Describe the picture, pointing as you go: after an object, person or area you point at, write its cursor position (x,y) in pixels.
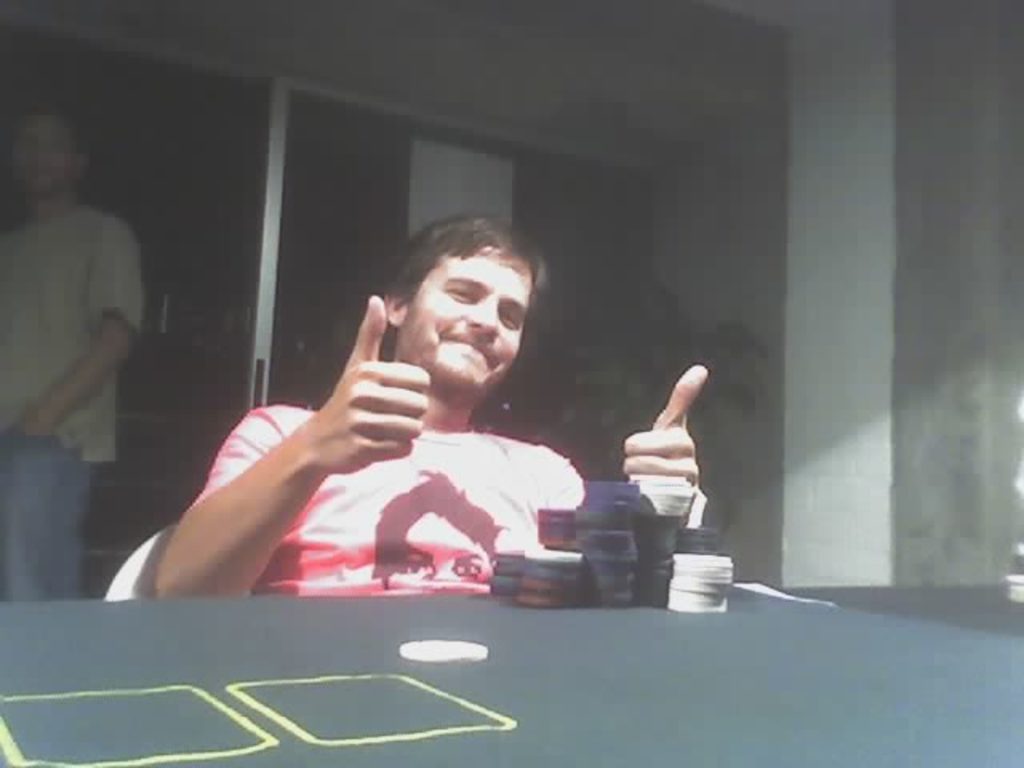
In this image I can see a person (312,534) sitting on the chair (143,565). In front (616,524) I can see few coins (642,589) on the table (626,687). Back I can see a wall (832,174) and one person (82,278) is standing.
